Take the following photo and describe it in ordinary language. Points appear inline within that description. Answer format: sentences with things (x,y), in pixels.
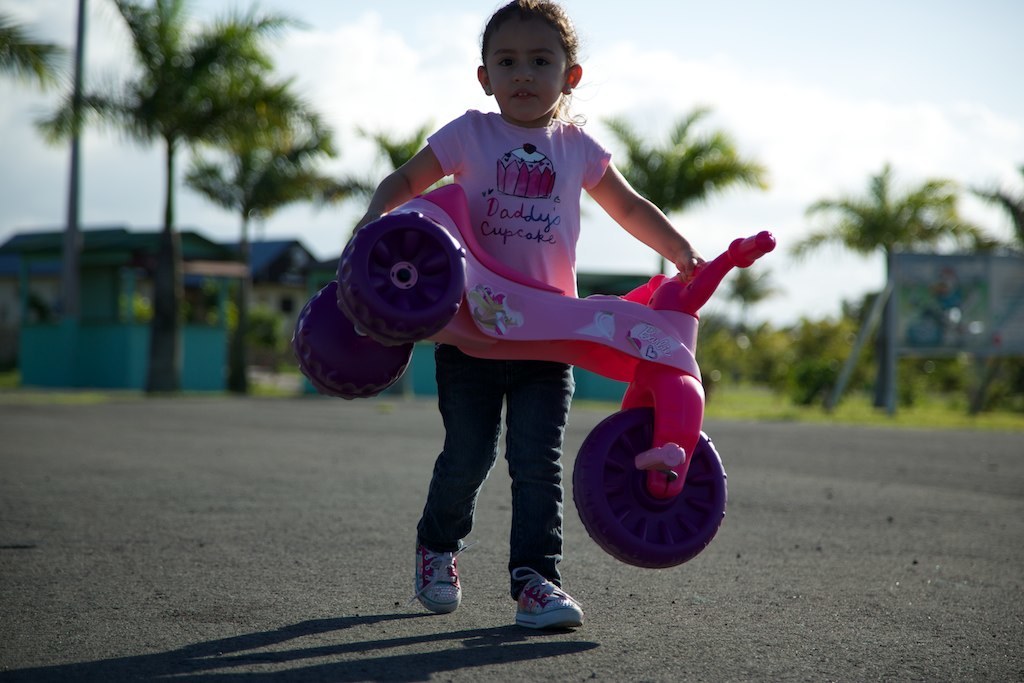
In this picture there is a girl (560,177) who is wearing pink dress (552,253), jeans (464,508) and shoe (440,594). She is holding toy vehicle (650,366). In the background (106,240) we can see buildings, trees (855,318), plants (828,373) and grass (784,401). On the top (798,49) we can see sky (792,61) and clouds (648,60).
